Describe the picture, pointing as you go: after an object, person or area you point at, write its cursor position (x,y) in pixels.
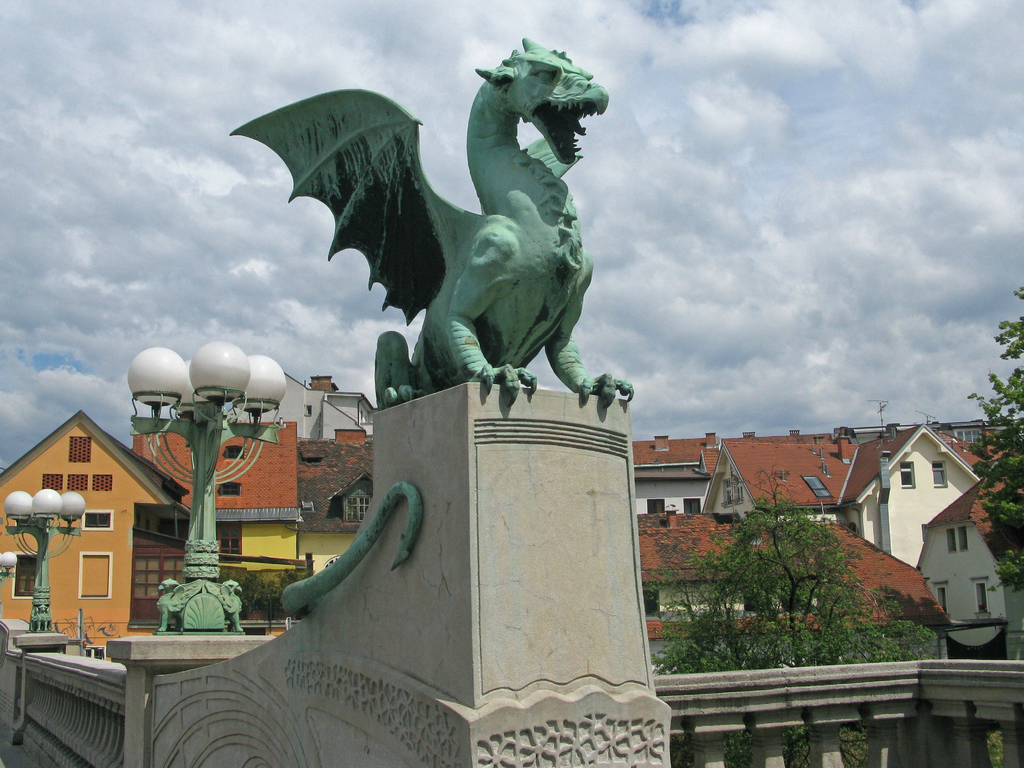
In the center of the image (449,376) we can see a statue (321,591). We can also see a fence (119,761), a group of houses (107,553) with roof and windows (163,567), some street lamps (190,597), trees (691,646) and the sky (646,342) which looks cloudy.
